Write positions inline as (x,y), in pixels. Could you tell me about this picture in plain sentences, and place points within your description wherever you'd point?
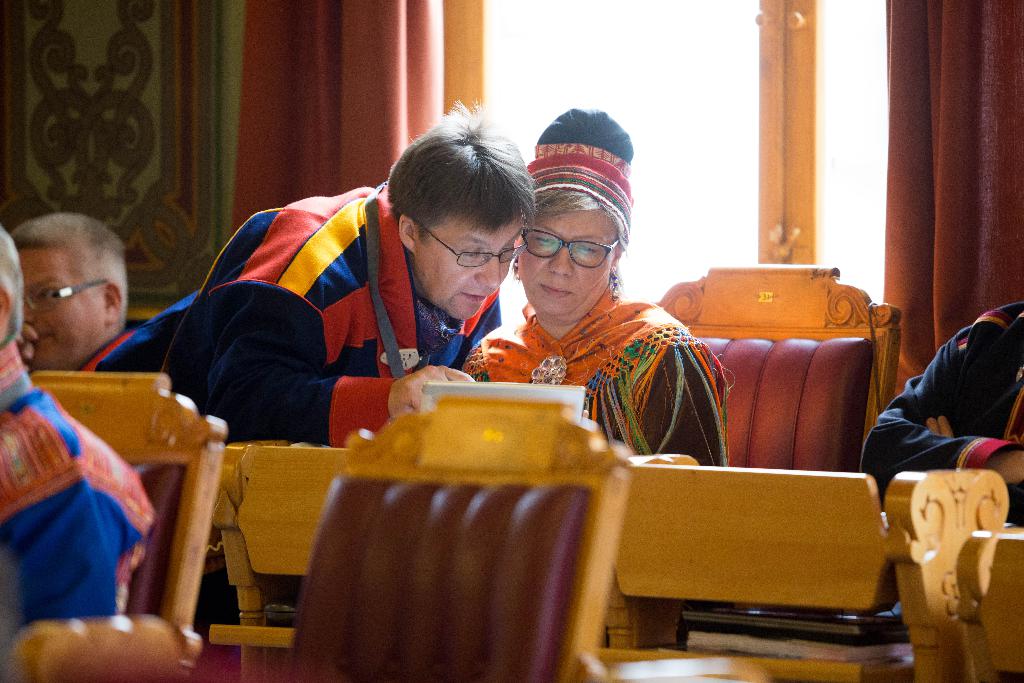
In this image there are a few people (446,353) seated on chairs (436,401) and there are two people (466,318) talking with each other, behind them there is a glass door (700,142) and curtains (416,85).
